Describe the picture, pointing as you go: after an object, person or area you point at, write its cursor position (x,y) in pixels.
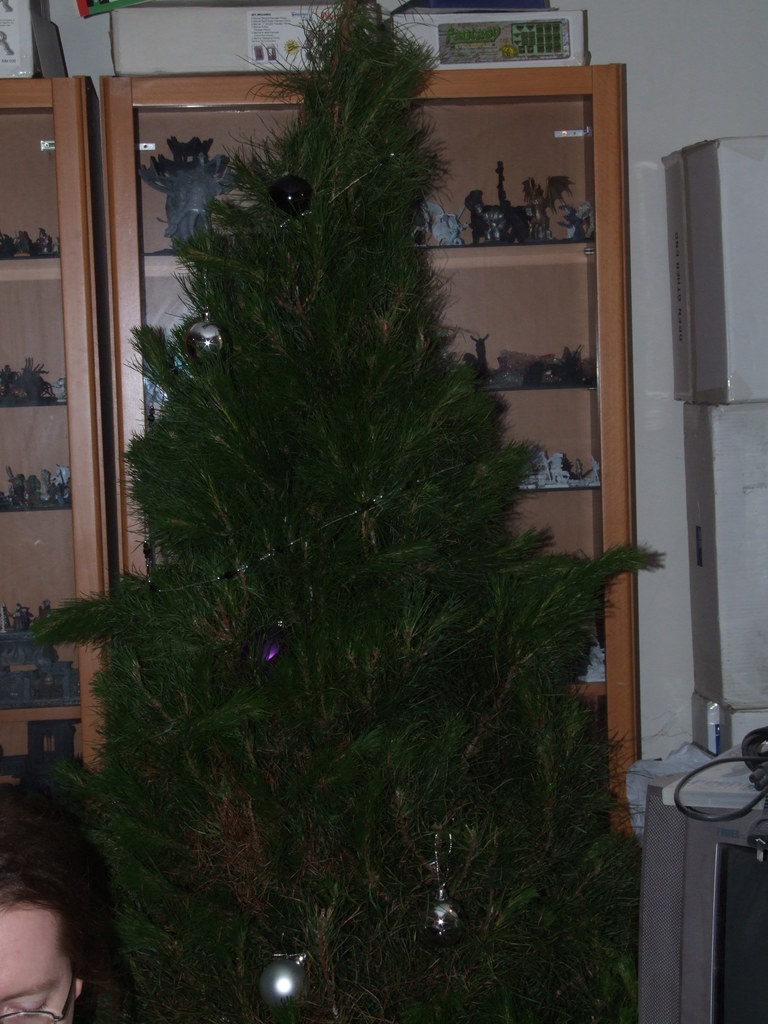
In this image we can see a Christmas tree (142,355). In the background (125,371) there are cupboards (121,218) with objects (532,236) in the rows (536,253) of them, walls (616,53) and a television set (749,906). There is a woman (87,878) beside the Christmas tree (107,858).
